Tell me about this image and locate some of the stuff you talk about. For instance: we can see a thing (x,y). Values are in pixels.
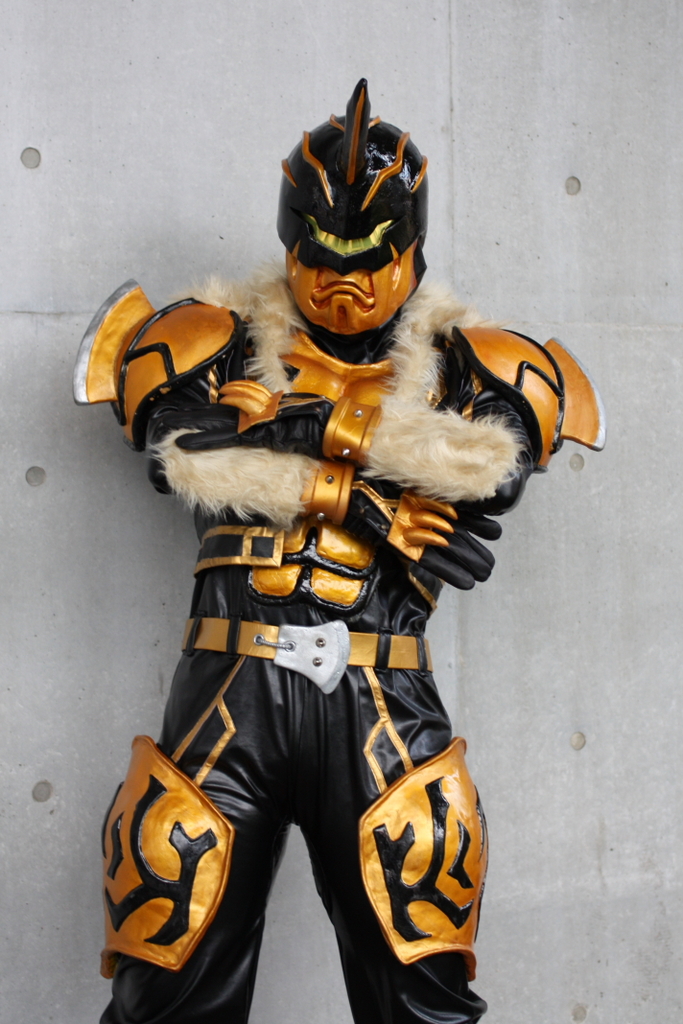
In this image I can see a person (226,768) in a costume (416,517). I can see colour of this costume (365,656) is black and golden. I can also see white colour wall (43,877) in the background (2,717).
